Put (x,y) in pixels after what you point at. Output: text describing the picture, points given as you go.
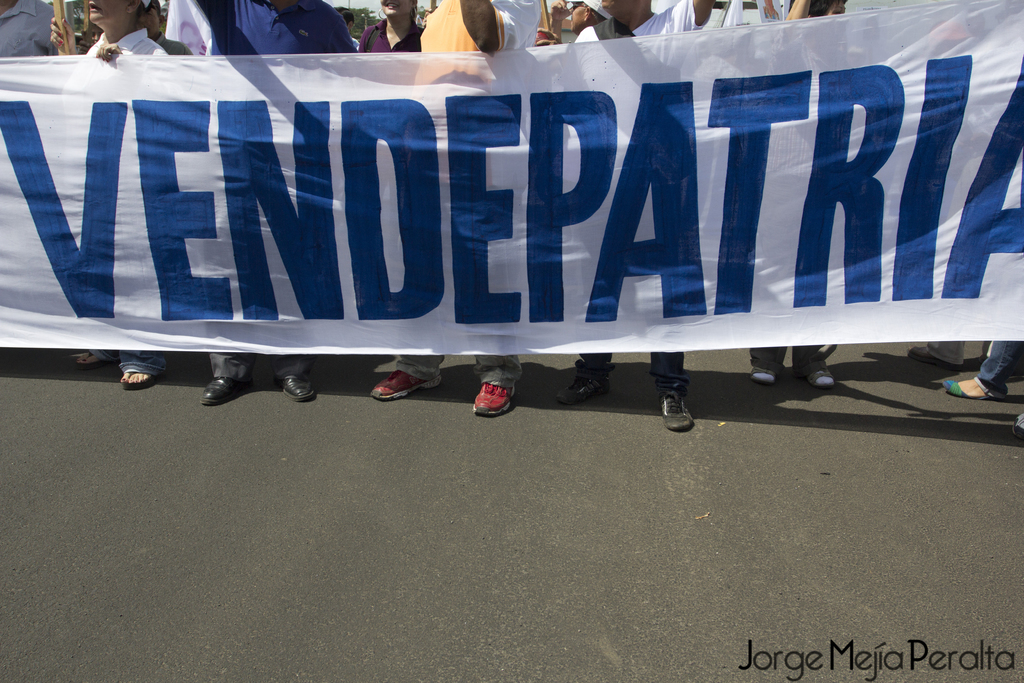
In this picture we can see a group of men (415,365) standing on the road (842,486) and holding the white cloth banner (122,335) in the hand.
